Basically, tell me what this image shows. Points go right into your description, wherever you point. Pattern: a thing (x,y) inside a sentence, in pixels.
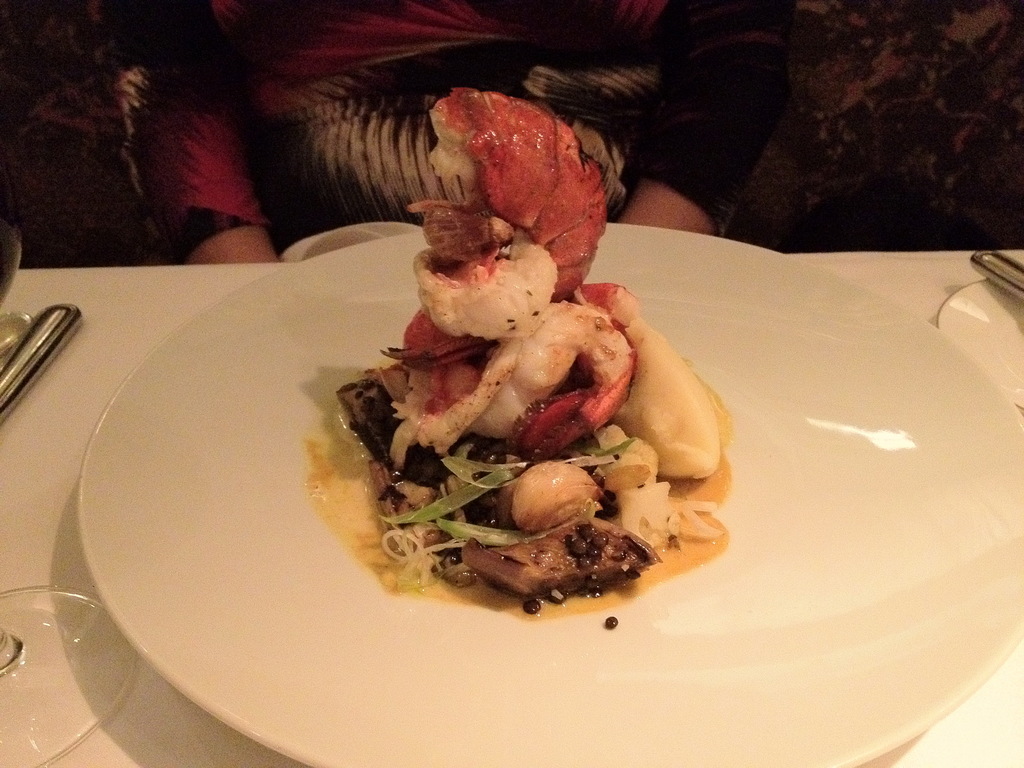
In this image I can see there are food items (664,564) in a white color plate (842,574), on the left side (65,640) it looks like a wine glass (25,660).
